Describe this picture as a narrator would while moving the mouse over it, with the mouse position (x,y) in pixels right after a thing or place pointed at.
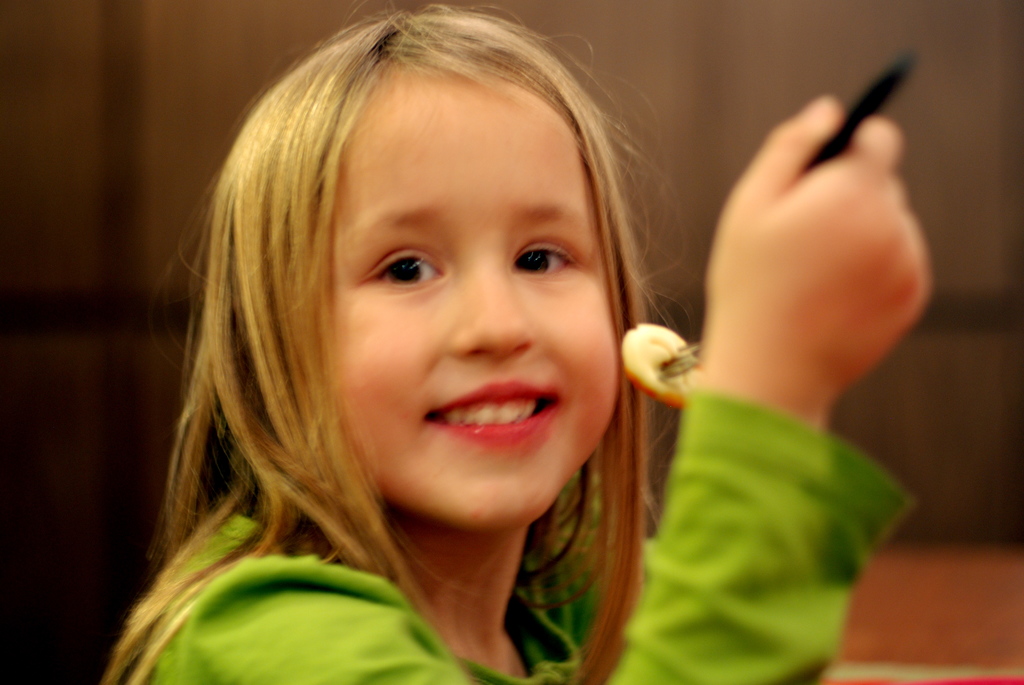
In this image I can see a girl (473,365) is holding the food (647,351) with the fork (693,358), she wore a green color t-shirt (570,651) and also smiling.
